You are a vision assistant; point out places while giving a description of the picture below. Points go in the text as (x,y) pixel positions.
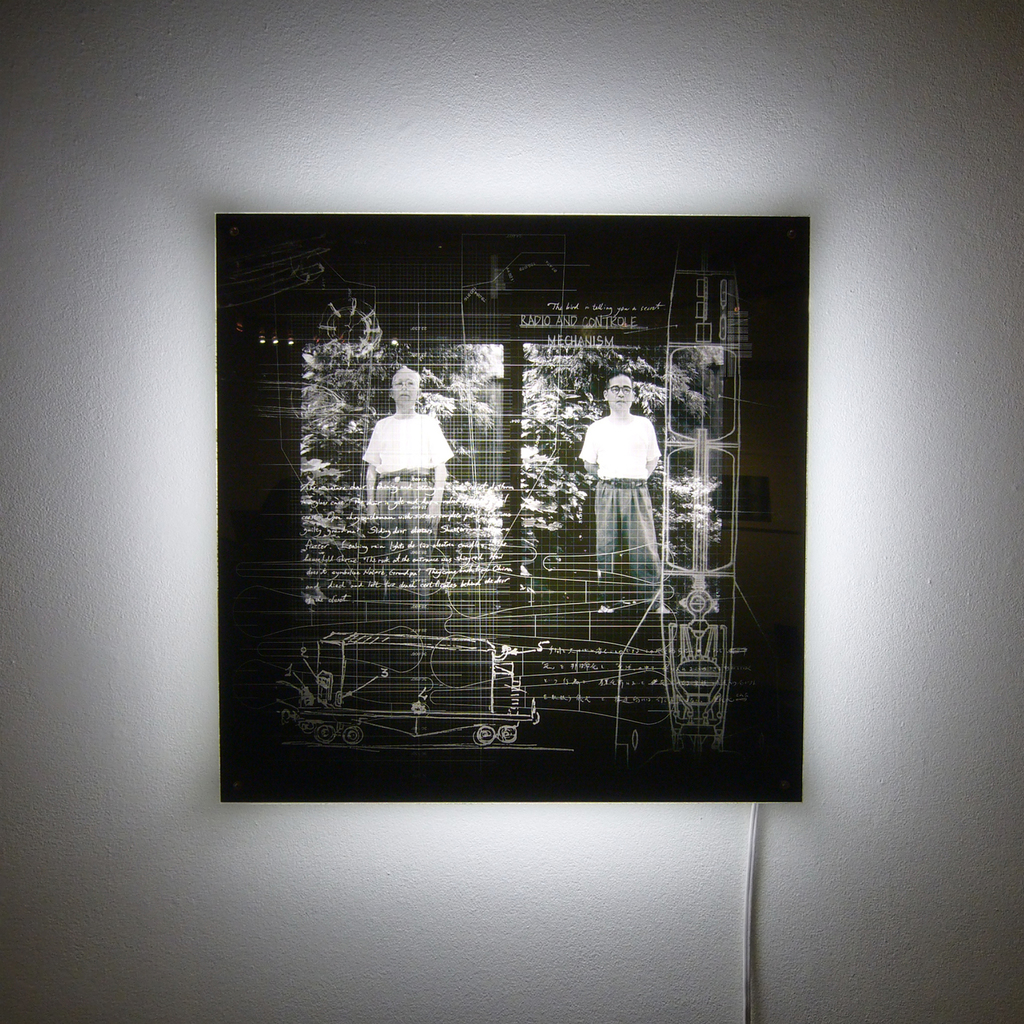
In this image there is a frame (577,684) on the wall (972,562) and on the frame (581,450) there are persons (634,539) standing and there are trees (573,432).
